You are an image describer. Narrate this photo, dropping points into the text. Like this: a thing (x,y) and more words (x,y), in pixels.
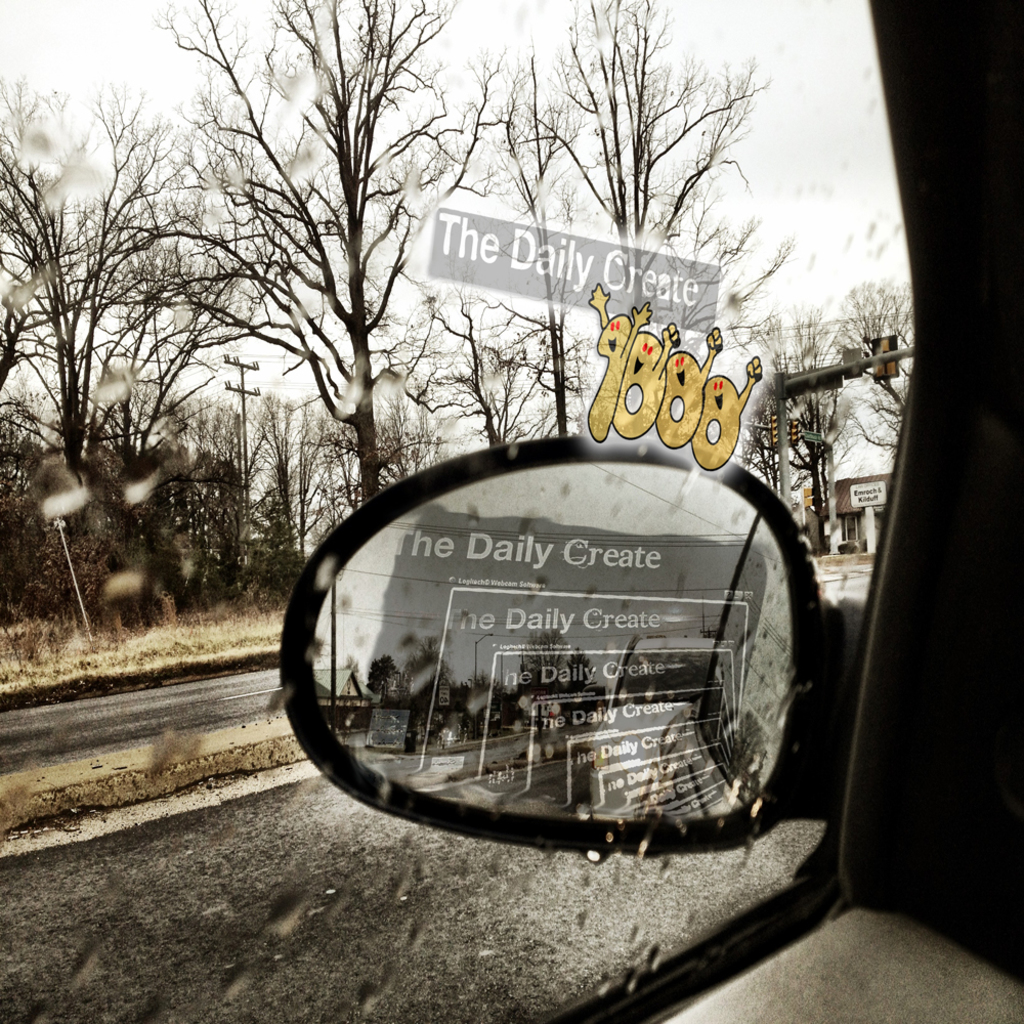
In this image we can see the side mirror (544,568) of the car (948,533). On the left side (110,727) there is a road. In the background (44,602) there are trees (286,327). In the mirror (498,636) we can see the droplets (480,703) of water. There is a traffic signal light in the middle of the road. There is some animated image (621,414) above the side mirror (565,570).
